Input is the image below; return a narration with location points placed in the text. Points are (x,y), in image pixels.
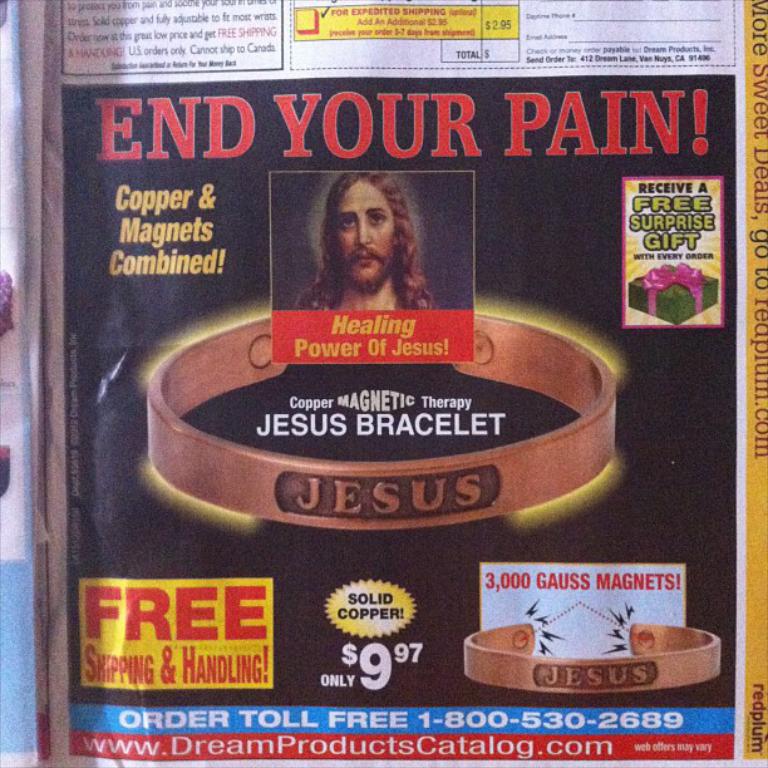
In this picture we can see picture of a man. We can see bracelets (625,670) and there is something written on the bracelets (360,488). There is some information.
